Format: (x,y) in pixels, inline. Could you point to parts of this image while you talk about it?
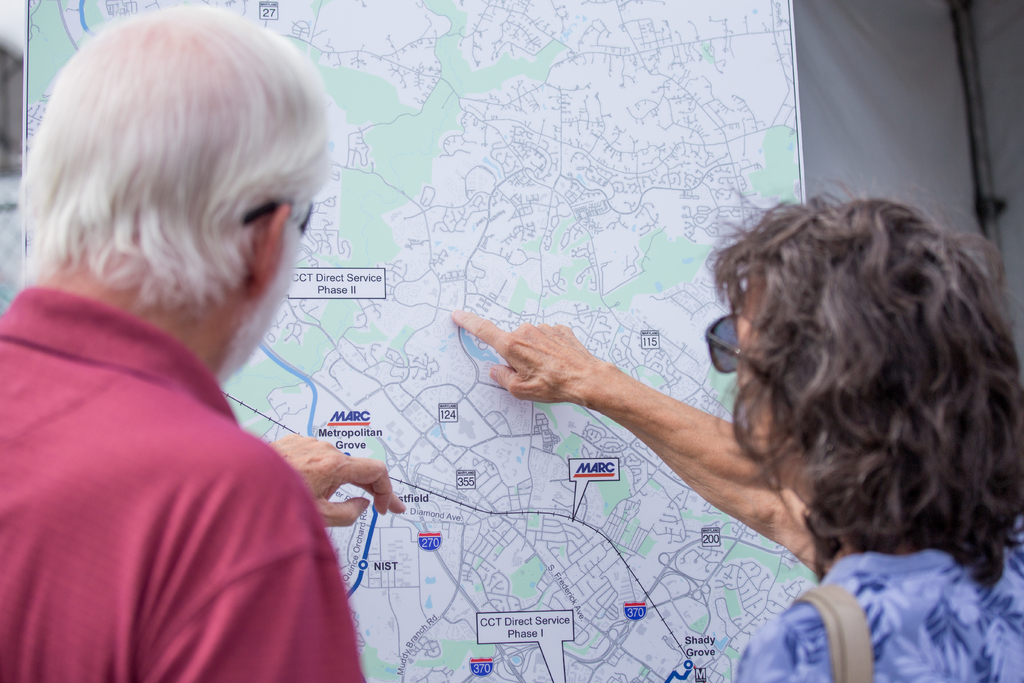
In this image I can see a man (162,301) and a lady (904,377) looking at the route map (439,200).
